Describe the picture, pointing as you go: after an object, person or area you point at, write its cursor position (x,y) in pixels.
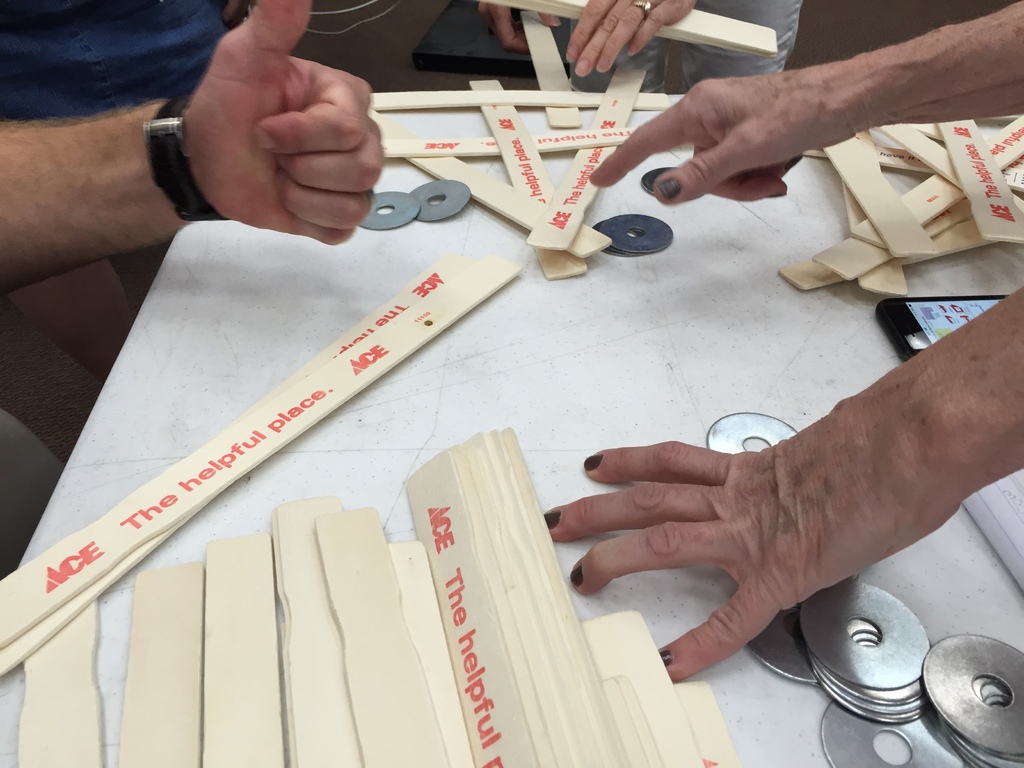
In this image there is a table (548,365). There are wooden pieces (478,554), metal pieces (838,667) and a mobile phone (913,323) on the table (501,304). Above the table (508,233) there are hands (591,38) of persons (808,552). To the left (190,181) there is a watch (169,151) to a hand (149,160).
